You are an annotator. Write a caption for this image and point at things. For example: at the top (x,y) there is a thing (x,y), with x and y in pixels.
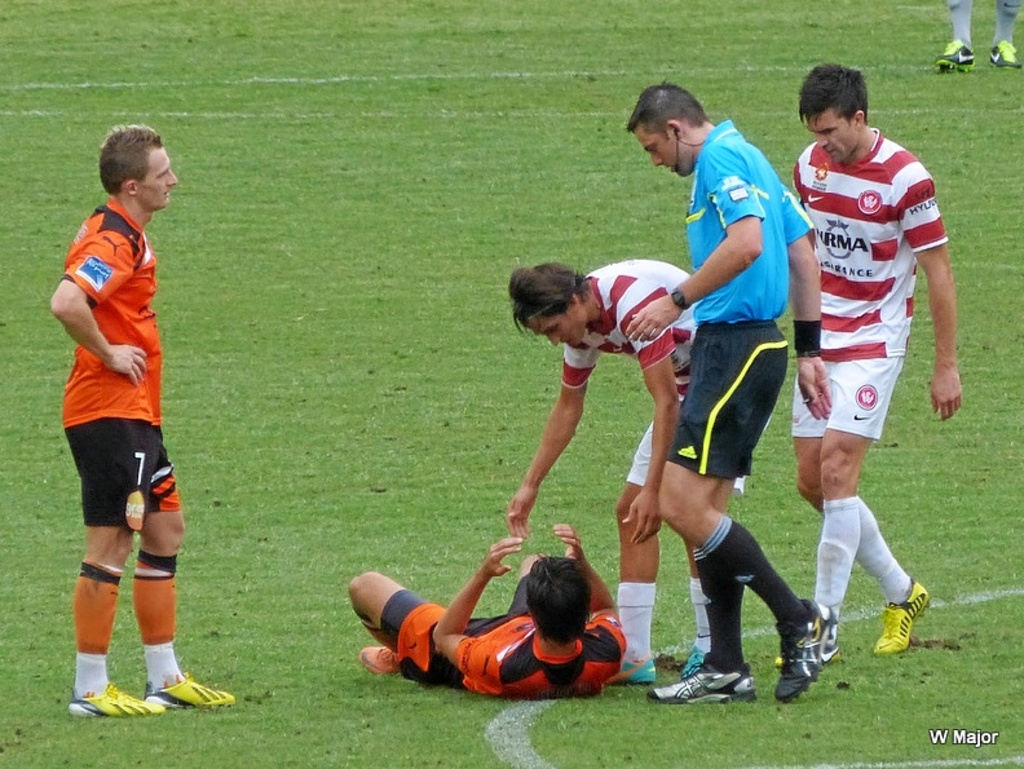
In this image we can see one man (123,362) standing, one man (559,639) lying on the ground (345,568), some text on the bottom right side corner of the image, two persons (722,546) walking, one man (586,313) bending to the ground (296,136), one person's legs (1000,57) with shoes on the top right side (944,52) corner of the image and some grass (983,49) on the green ground (188,49).
